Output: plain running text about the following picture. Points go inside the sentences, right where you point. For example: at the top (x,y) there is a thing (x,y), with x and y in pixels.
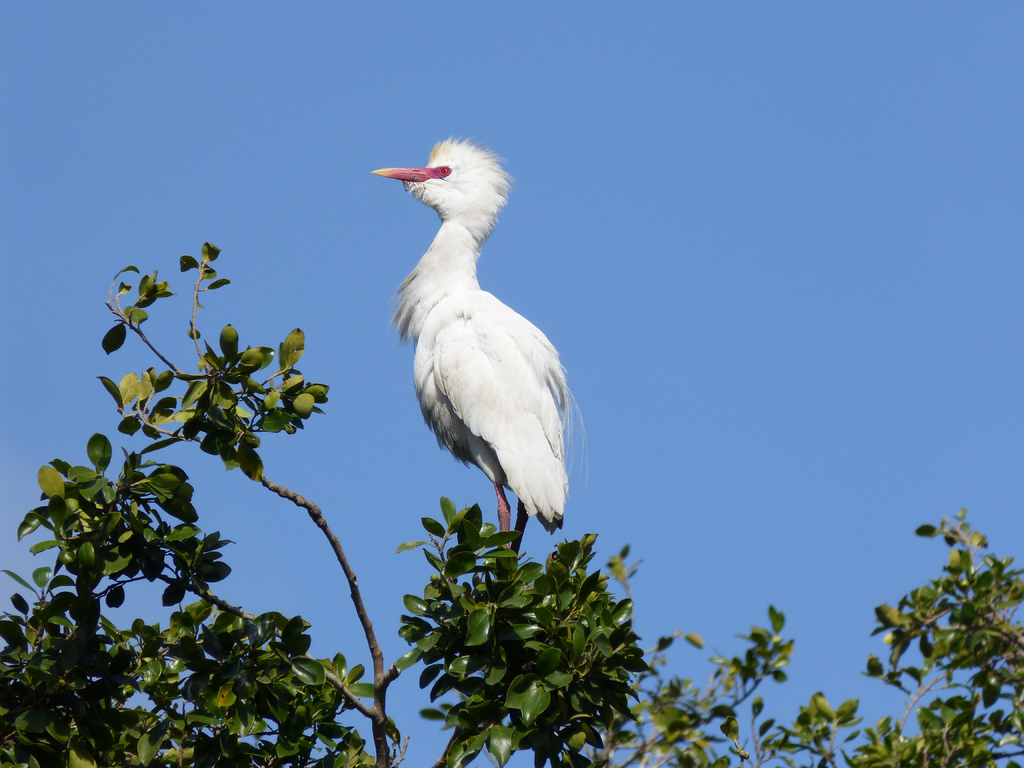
In this image there is a bird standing on the tree (624,702). In the background of the image (781,369) there is sky (798,336).
